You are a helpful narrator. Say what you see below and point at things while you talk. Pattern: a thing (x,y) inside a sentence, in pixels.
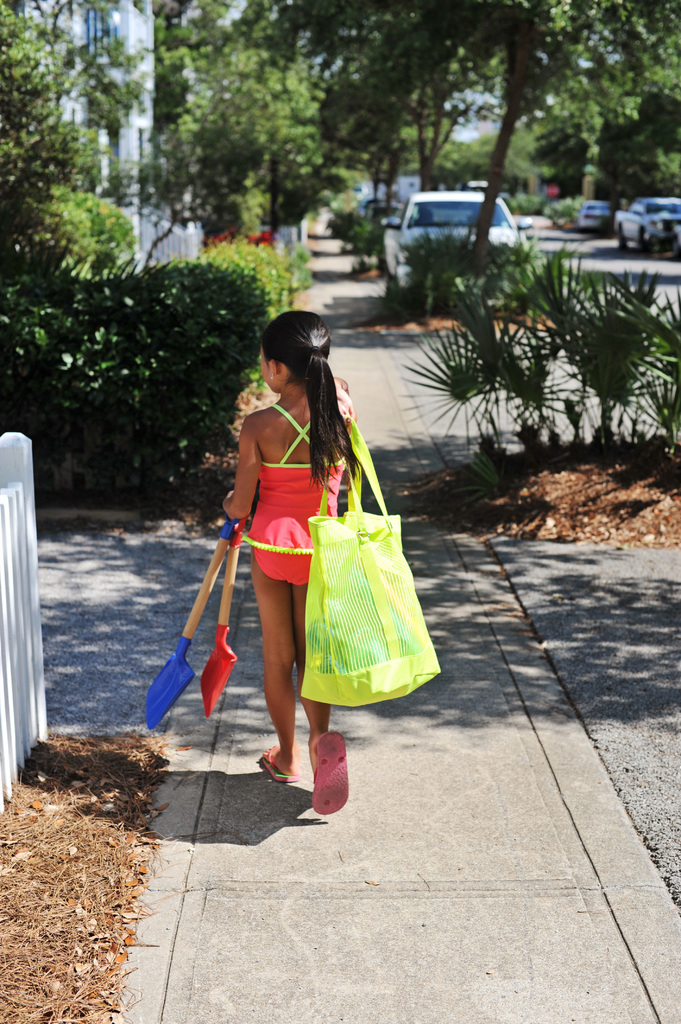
There is a small girl (247,424) holding a carry bag (352,598) in the foreground area of the image (347,446), there are trees (484,143), vehicles (486,185), plants (445,263) and a building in the background (522,272).
